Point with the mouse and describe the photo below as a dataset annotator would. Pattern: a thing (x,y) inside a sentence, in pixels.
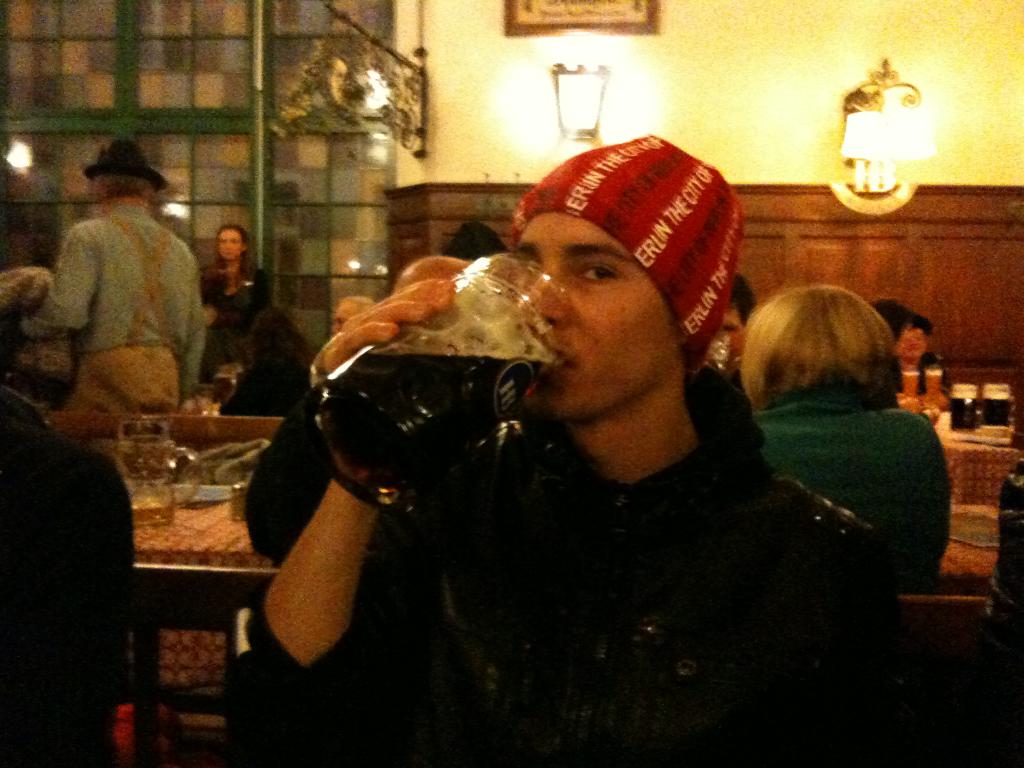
In the center of the image (537,375) a man (562,490) is sitting and holding a glass (493,362) and drinking some thing (440,396). In the background of the image (192,383) we can see some persons (130,278) sitting on a chair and some of them are standing. We can see there is a table (220,506), on the table (196,513) we can see glasses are there. At the top of the image (490,109) we can see wall (839,125), lights (880,126), photo frame (560,28), pole (400,96) are there.
